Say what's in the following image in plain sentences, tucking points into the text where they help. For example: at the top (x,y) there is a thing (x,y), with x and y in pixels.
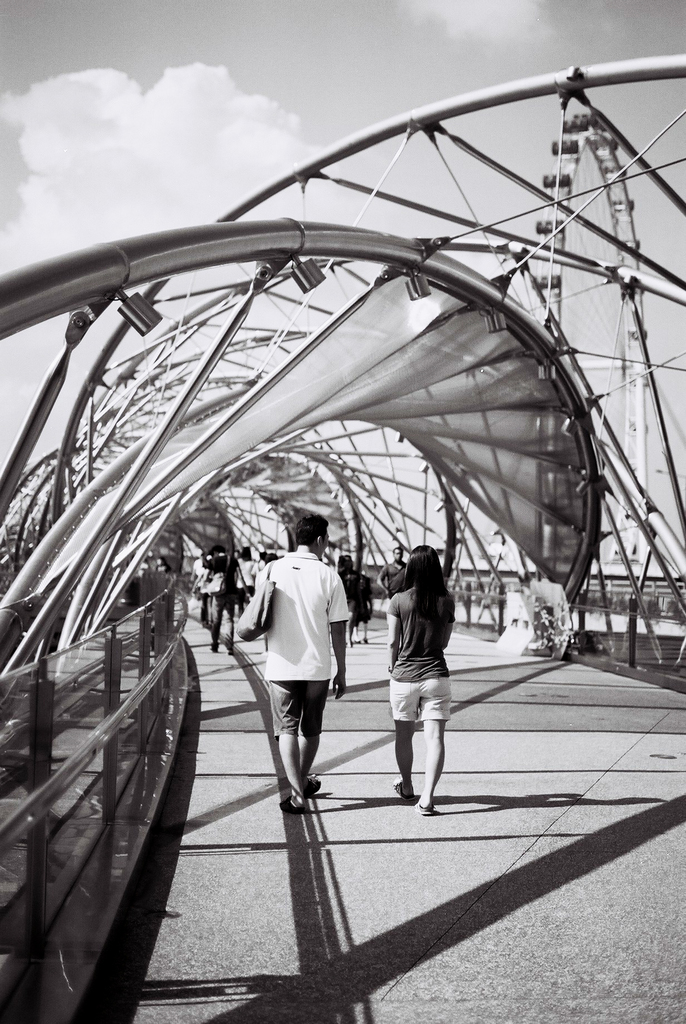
In this picture I can observe a couple (300,693) walking on the bridge (478,743). There is a bridge (291,326) in the middle of the picture (416,354). On the right side (540,228) I can observe giant wheel (600,249). In the background (144,104) there are some clouds (157,101) in the sky (212,56).
